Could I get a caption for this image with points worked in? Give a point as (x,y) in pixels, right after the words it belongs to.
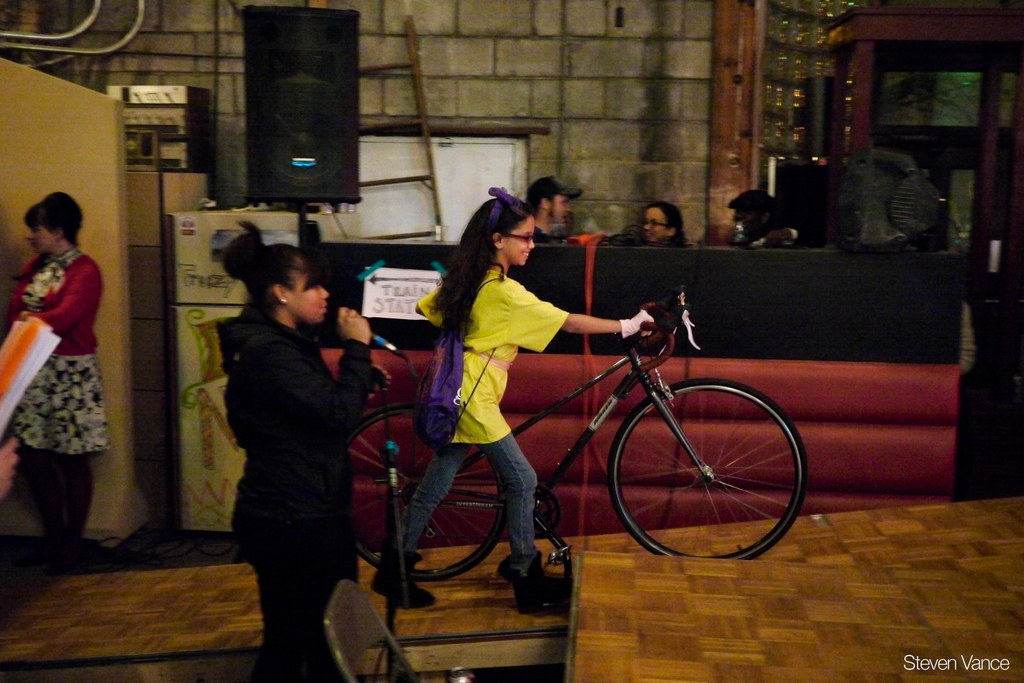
A room (574,59) which is made of big bricks wall (638,90) and there are six people (39,207) in the room (137,145) in which a women (274,269) is holding a mike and other three people (734,204) are sitting behind the desk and the other girl (494,236) holding a bicycle (674,398) and also there is a speaker (264,185).
